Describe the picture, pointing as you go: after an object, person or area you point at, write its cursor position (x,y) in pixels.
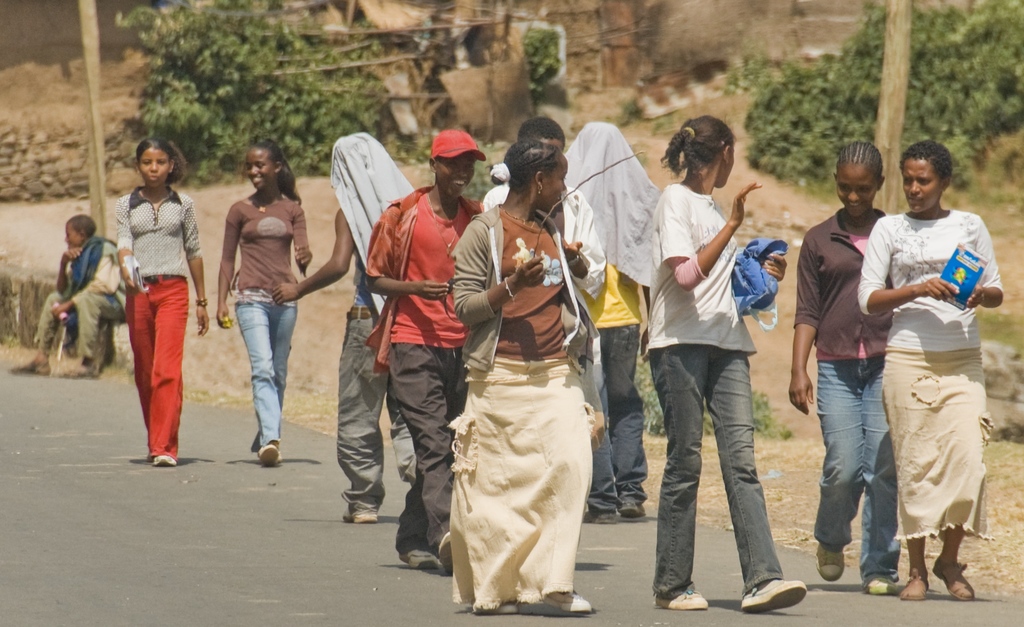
In this image there are people (383,467) walking on a road (641,613), and a man (79,338) is sitting in the background (298,105) there are plants (258,98) and it is blurred.
